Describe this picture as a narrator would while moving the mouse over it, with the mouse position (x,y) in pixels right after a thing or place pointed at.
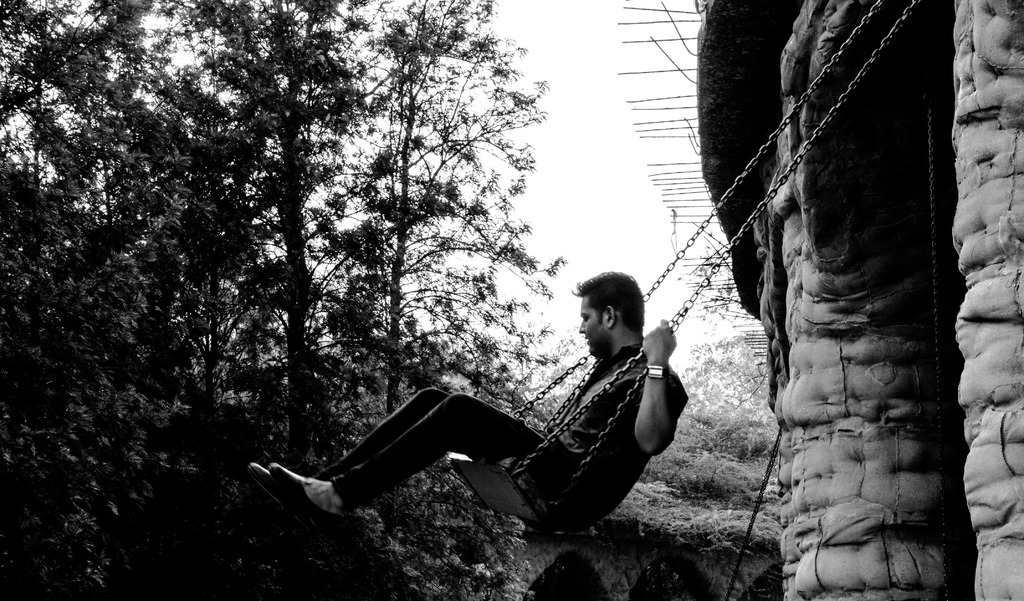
In this picture there is a black and white photography of the man (612,478) sitting on the swing chair (484,473) and swinging. Behind there is a wall (874,402) and roof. In the background (666,453) there are some trees (184,177).
